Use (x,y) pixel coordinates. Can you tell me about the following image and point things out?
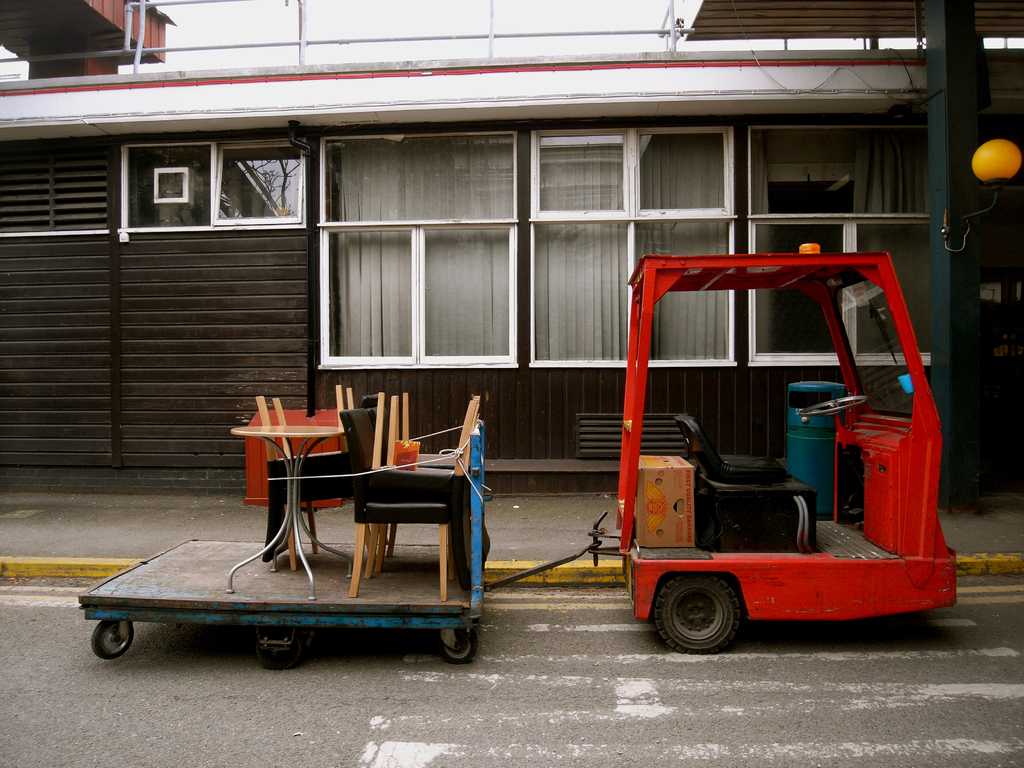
In this image there is a vehicle (595,521) connected to a trolley (186,571), on which there are a few objects (317,548). In the background (358,226) there is a building (413,242).
